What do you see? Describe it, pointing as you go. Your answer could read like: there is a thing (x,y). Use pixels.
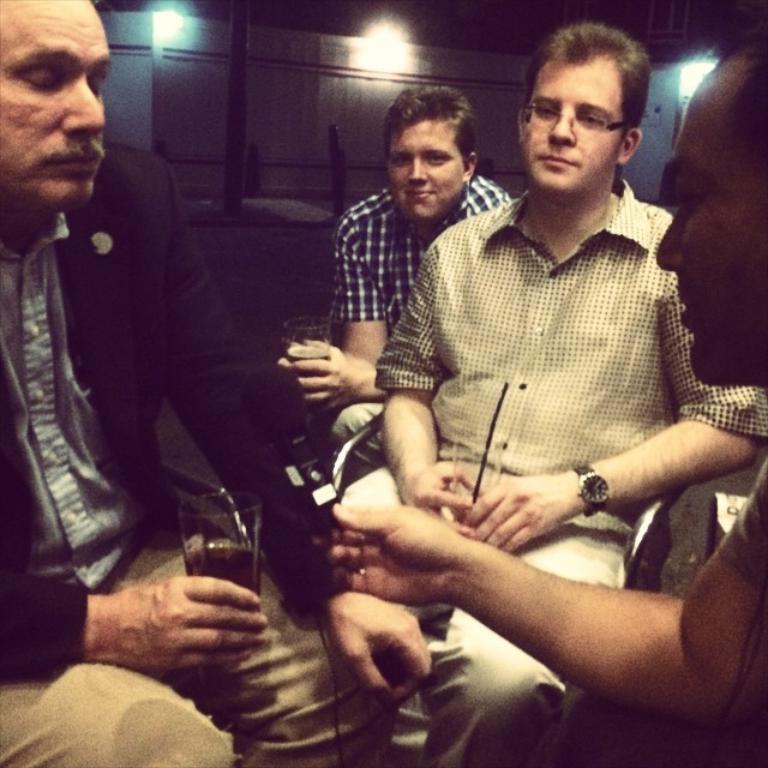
In this picture I can see four persons (461,567) sitting on the chairs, there is a person (413,534) holding a mike (306,490), three persons (415,497) holding drinking glasses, there is an object (242,110), there are lights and in the background (268,118) there is a wall (221,104).
